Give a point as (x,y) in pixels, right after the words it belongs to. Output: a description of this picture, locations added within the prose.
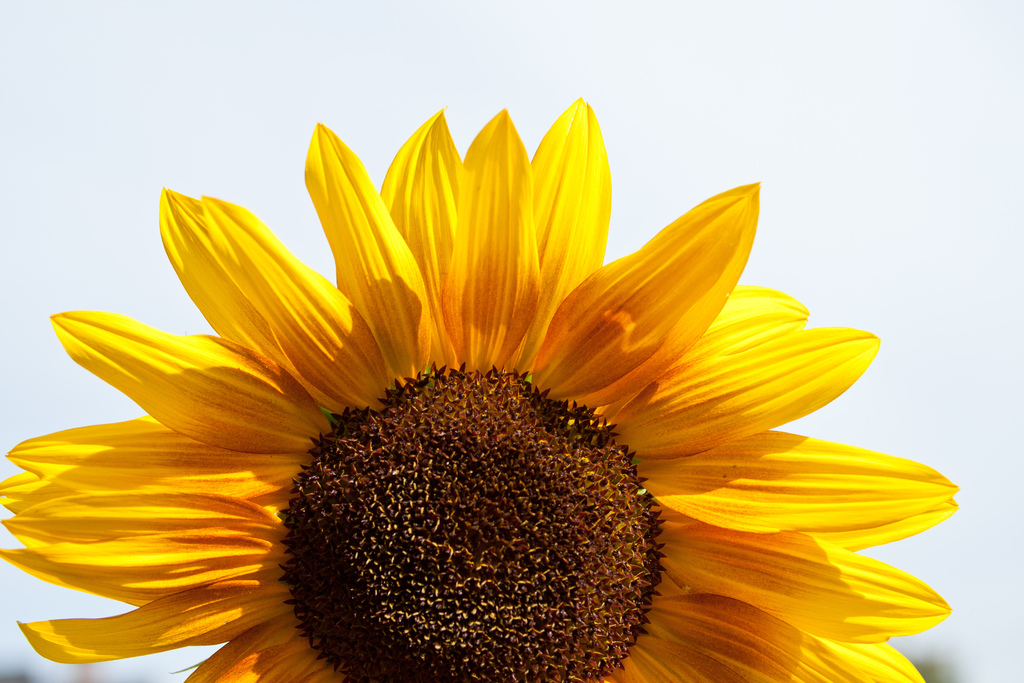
In this image we can see a flower (487,429). Behind the flower (424,367) we can see the sky (936,181).
